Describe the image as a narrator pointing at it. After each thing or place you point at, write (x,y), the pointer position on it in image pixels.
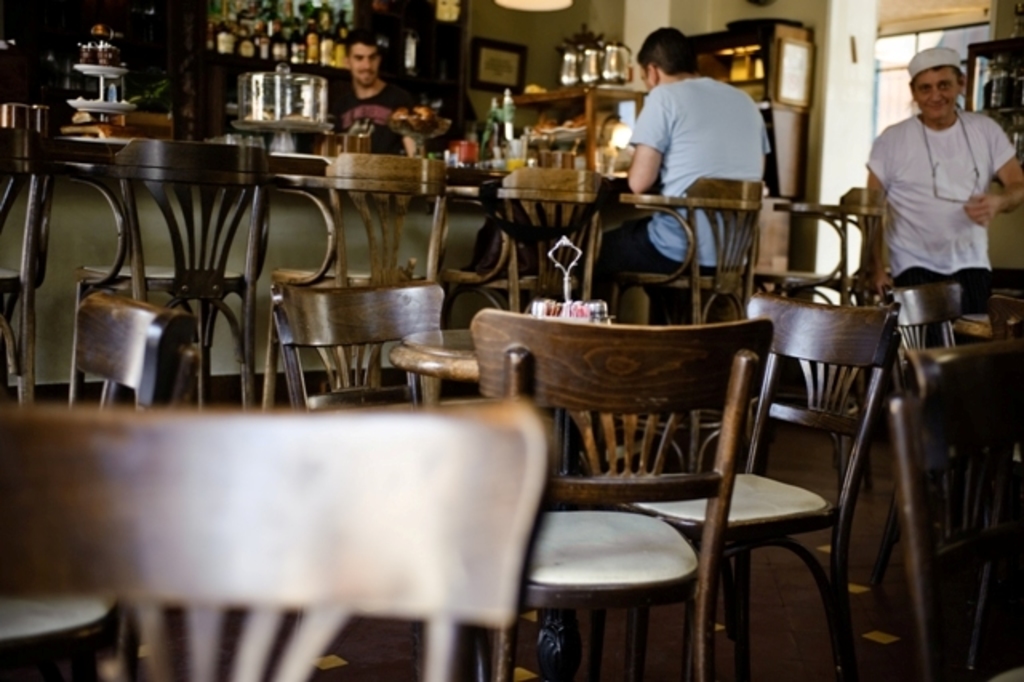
It looks like a restaurant (624,455) there are a lot of tables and chairs (864,268) there are total three people (736,110) in the image, one is wearing white color shirt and one person (349,127) is wearing dark shirt (345,105) there are a lot of bottles (342,41) and desserts (566,123) in the image, in the background (847,92) there is a window (896,69) and the wall (838,72).
